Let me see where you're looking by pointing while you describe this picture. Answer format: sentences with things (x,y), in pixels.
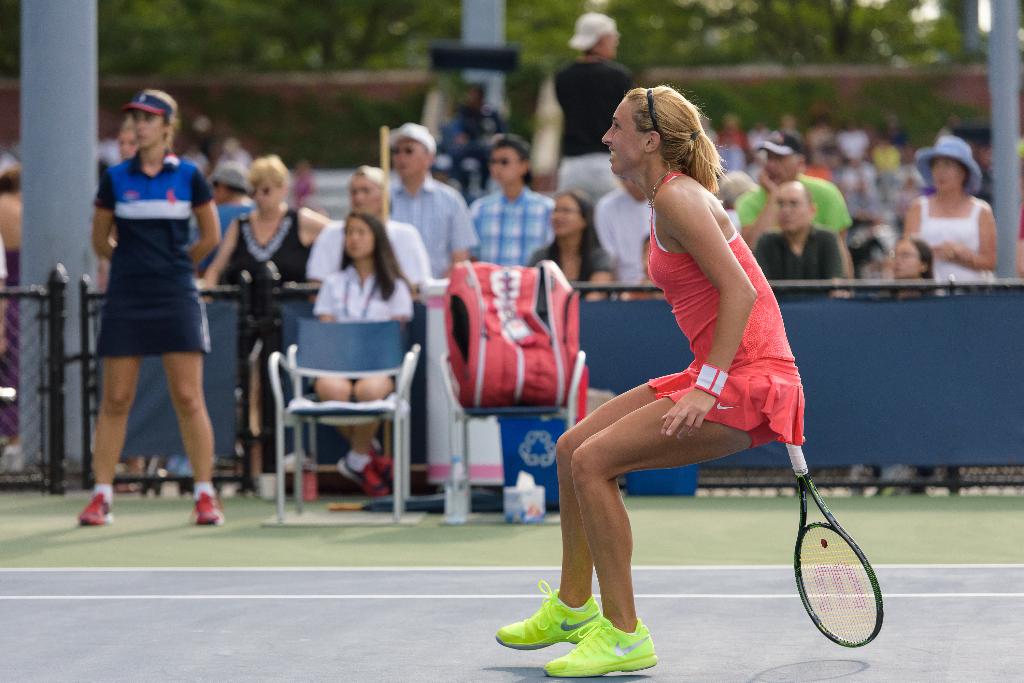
In this picture there is a woman (640,452) playing a tennis, holding a bat (862,602) in her hand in the court (509,613). In the background (200,426) there are some people (156,245) standing and some of them were sitting in front of a railing (84,311). Behind the railing (584,318) there are people (503,204) standing and watching. In the background (768,49) there are some trees (328,53) and pillars (95,103).
